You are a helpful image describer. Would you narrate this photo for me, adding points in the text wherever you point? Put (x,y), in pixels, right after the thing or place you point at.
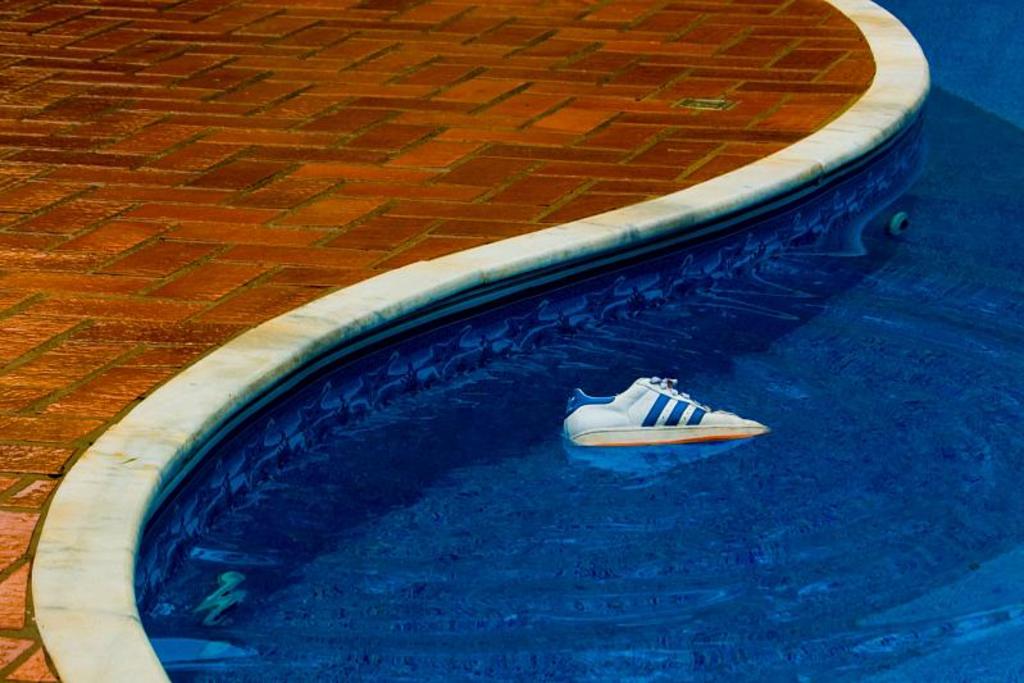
In this image I can see a shoe (671,389) in the swimming pool (1003,394). On the top (200,186) I can see a floor (793,70). This image is taken may be during day.
